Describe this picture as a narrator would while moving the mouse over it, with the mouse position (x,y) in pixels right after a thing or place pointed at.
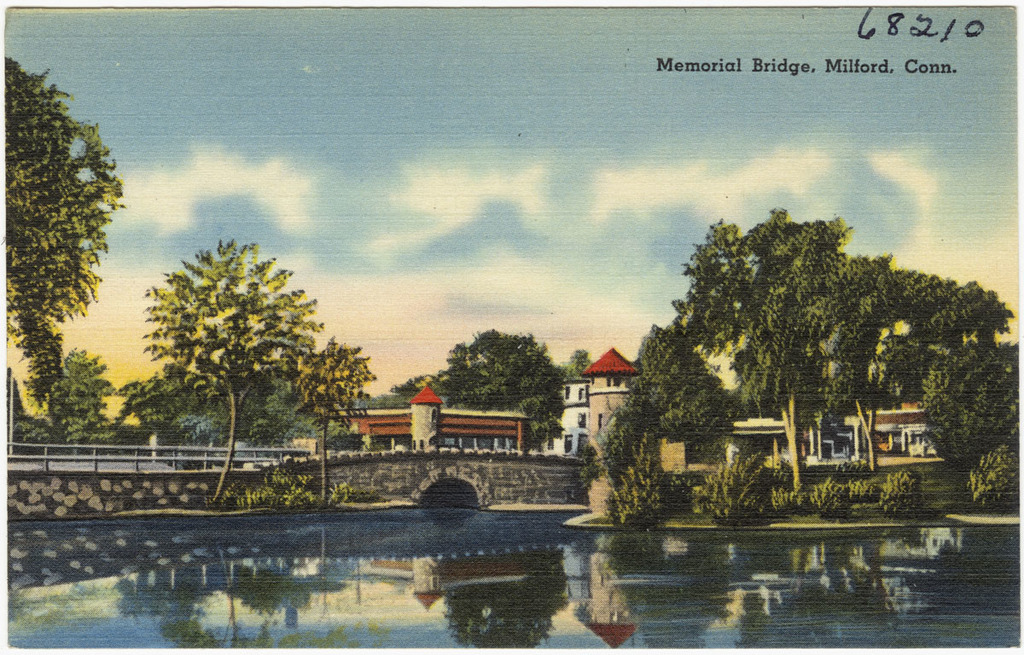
In this image I can see water (428,591), bridge (473,466), trees (327,471), buildings (587,393), clouds (214,168), sky (466,162) and I can see this complete picture is a painting. I can also see something is written over here.
